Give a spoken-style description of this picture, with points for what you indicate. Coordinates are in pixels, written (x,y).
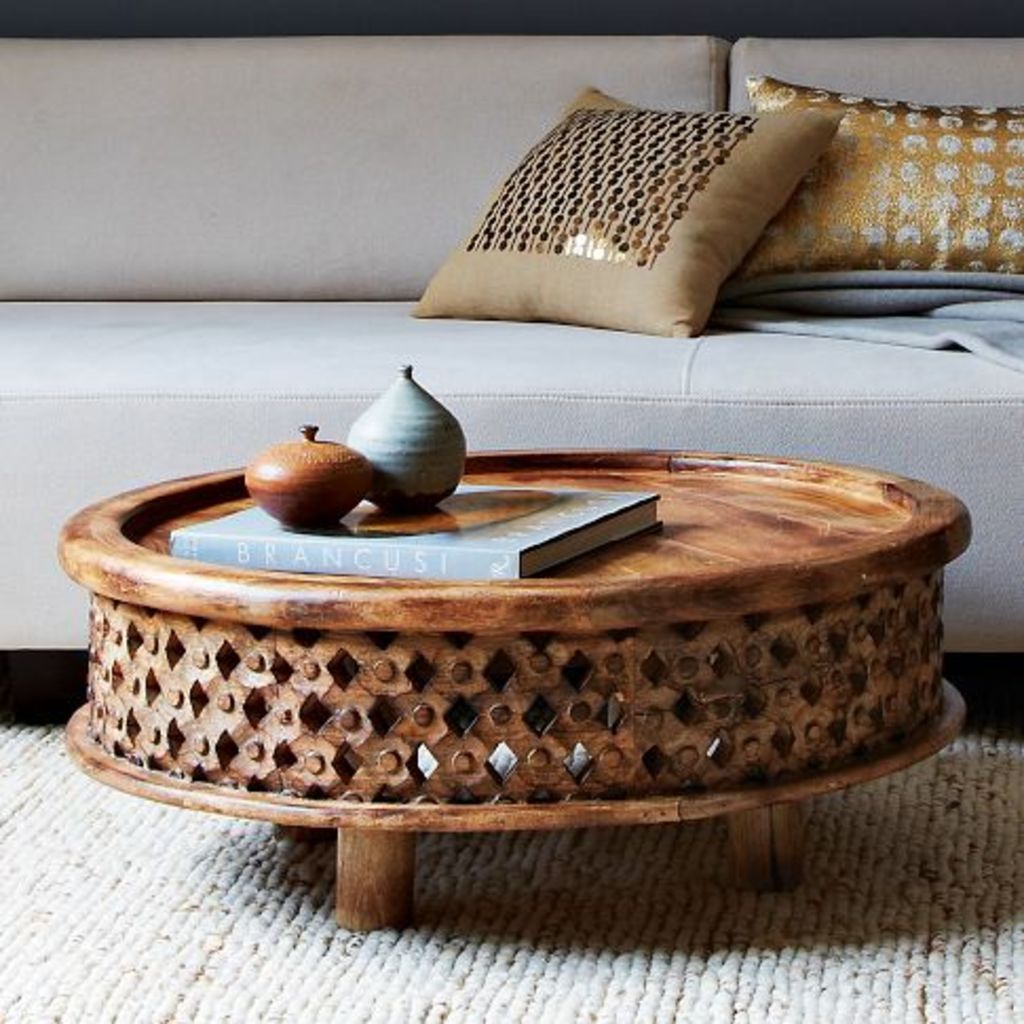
In this image we can see a couch (337,207) and a pillow (656,200). In front of the couch (323,206) there is a table (525,601) with a book (492,554) and there is a floor mat (652,976).
